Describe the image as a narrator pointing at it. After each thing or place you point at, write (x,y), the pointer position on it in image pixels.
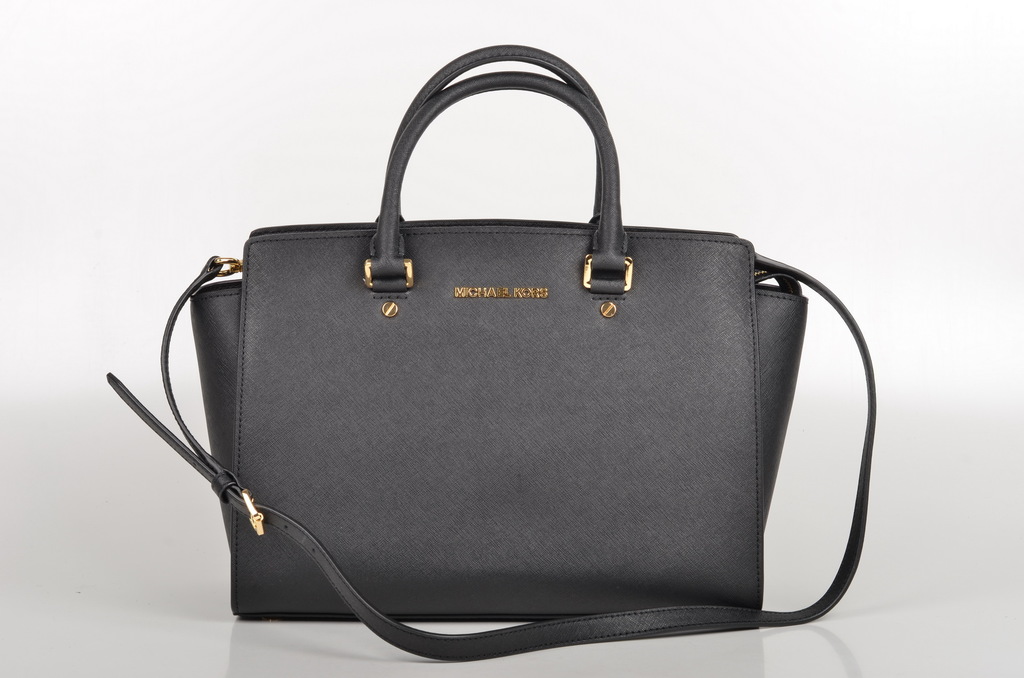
This is a handbag (382,453).
